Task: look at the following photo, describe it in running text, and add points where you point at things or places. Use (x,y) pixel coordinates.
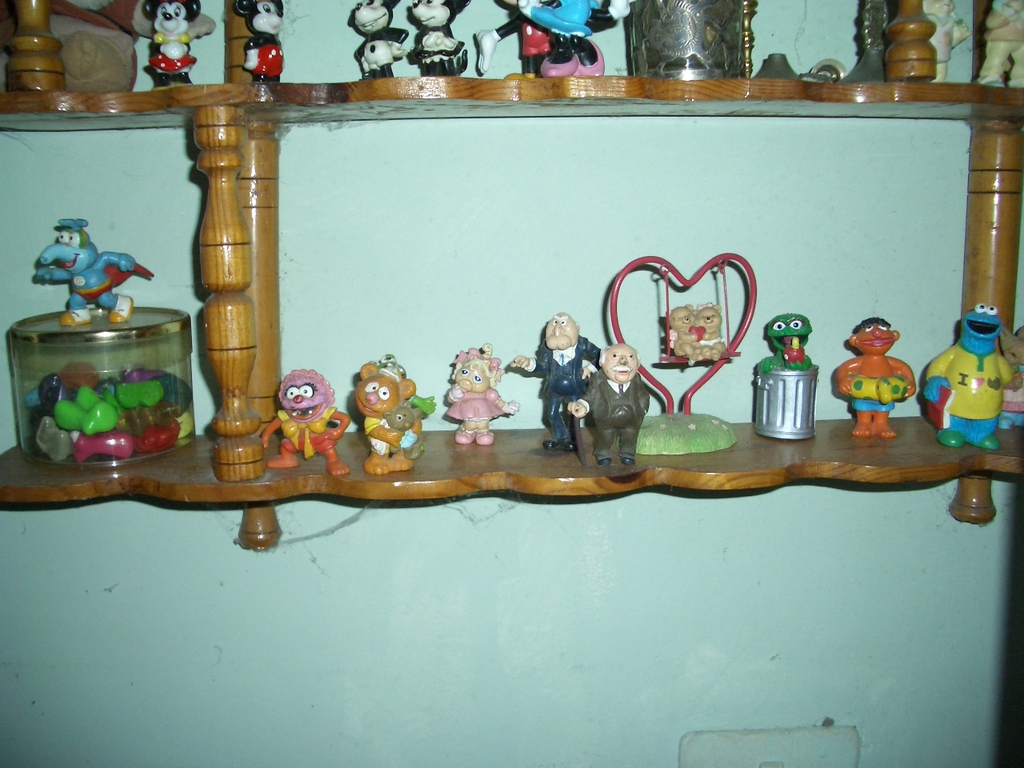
In this image we can see there are a few toys (242,13) arranged in the wooden rack (539,109), which is hanging on the wall (649,190).
